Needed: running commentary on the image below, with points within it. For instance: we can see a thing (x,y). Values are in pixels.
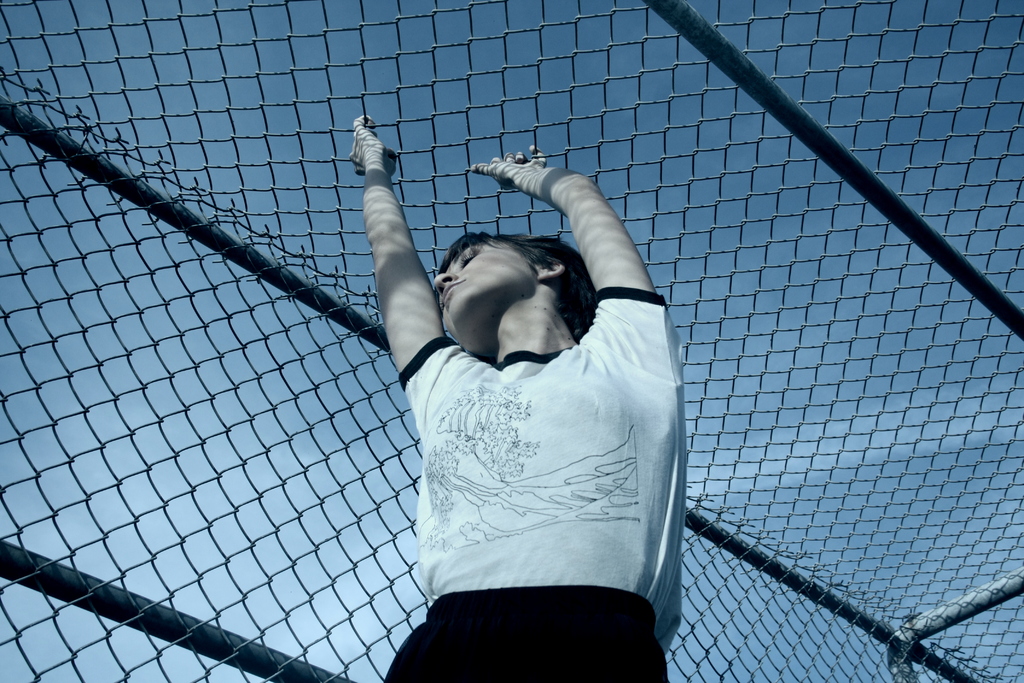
In the image there is a woman (516,455) standing by holding the mesh (305,94) above her.
